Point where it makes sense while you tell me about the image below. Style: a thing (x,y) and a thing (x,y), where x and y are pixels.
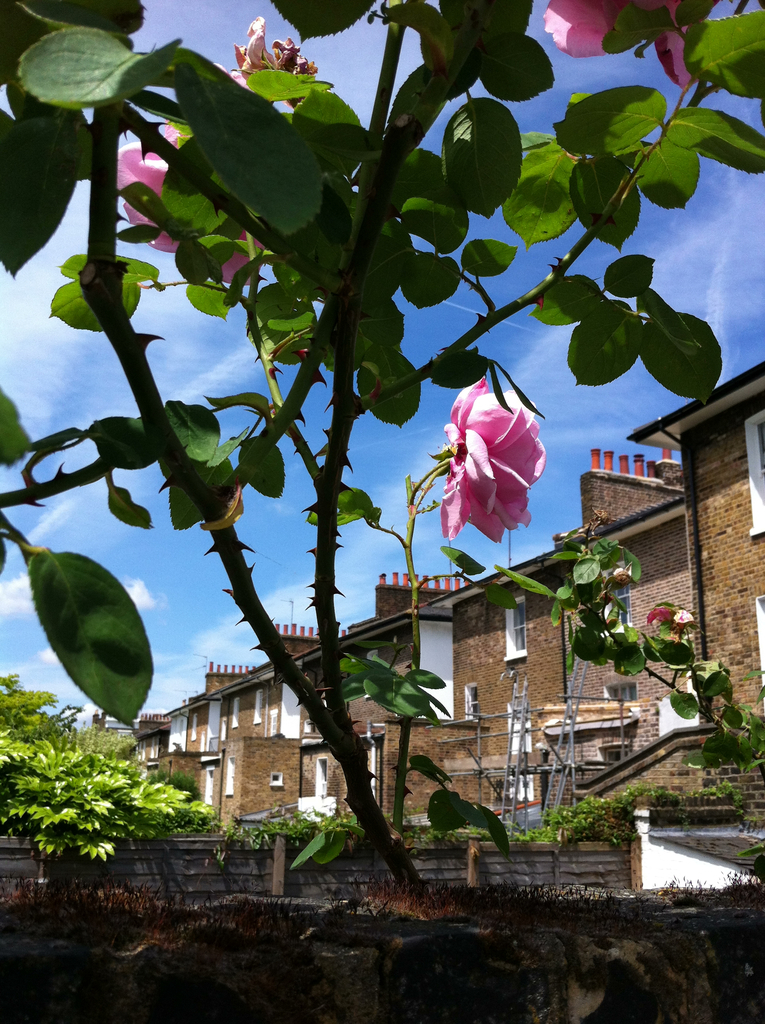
In this image in the foreground (149,67) there is one plant (509,164) and some flowers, and in the background (418,742) there are some buildings (432,657), trees (21,817), poles (623,706). And at the top (542,327) there is sky (309,422), and at the bottom of the image (27,908) there is wall (270,850).
